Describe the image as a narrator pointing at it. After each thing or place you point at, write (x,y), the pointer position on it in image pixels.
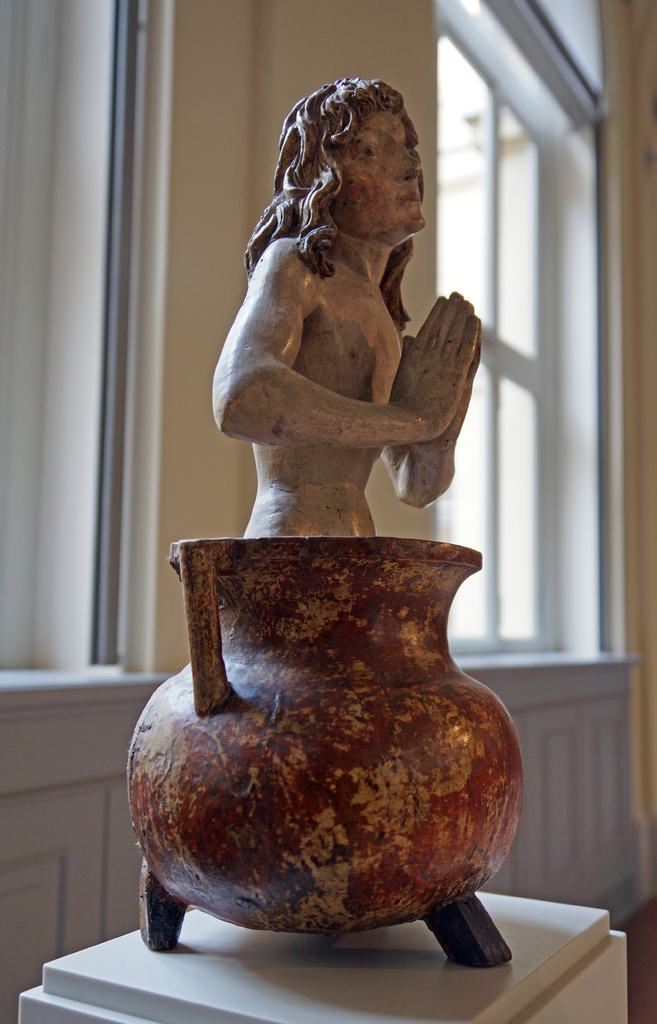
In the image we can see a sculpture (347,398) of a person (340,392). This is a pot (392,718) and we can even see this is a window (533,390).
